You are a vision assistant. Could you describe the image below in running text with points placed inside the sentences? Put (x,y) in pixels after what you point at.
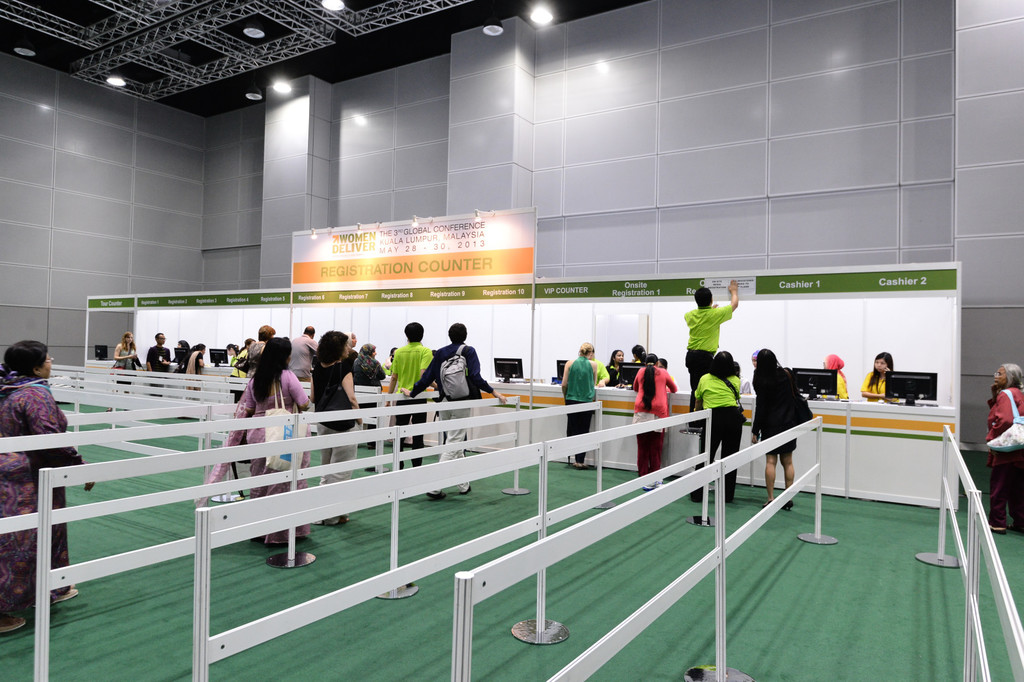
In the image there are railings (82,438) and also there are few people (636,405) standing. There is a table (874,408) with monitors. Behind the table (893,408) there are few people (876,374). And also there is a board (189,305) with names (209,301). And also there is a board (379,247) with some text (332,247). In the background (316,145) there is a wall (775,83) with pillars (506,92). At the top of the image (374,38) there is ceiling (300,40) with lights (537,18).
